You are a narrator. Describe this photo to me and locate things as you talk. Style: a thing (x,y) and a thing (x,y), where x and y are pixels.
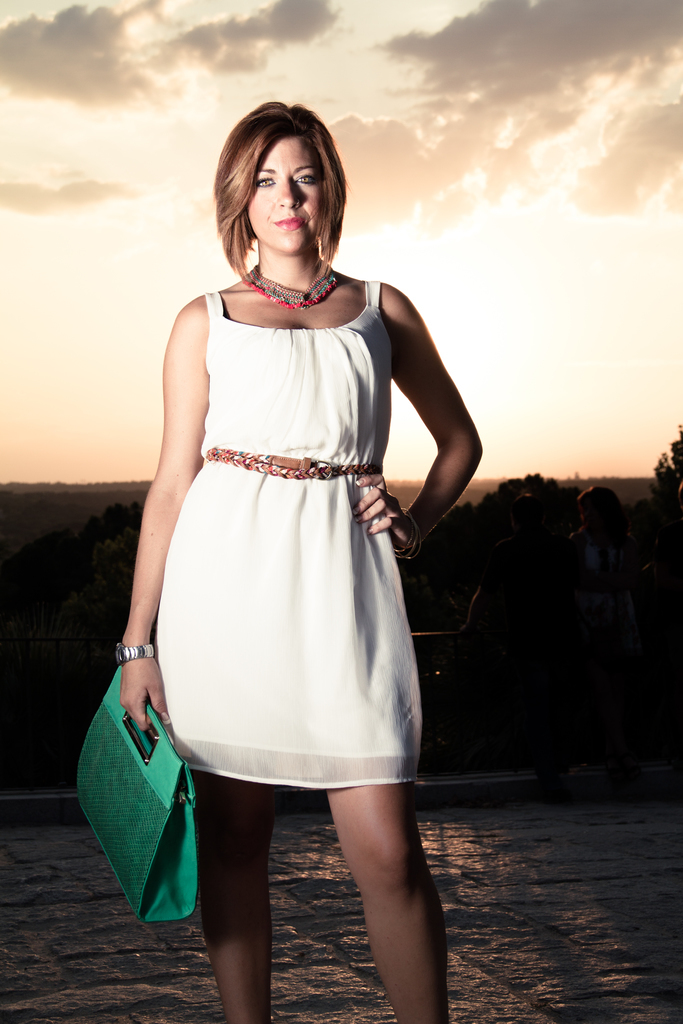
As we can see in the image, there is a woman (251,872) holding green color handbag (165,790). In the background (466,533) there are trees (488,533). On the top (499,117) there is a sky (464,192).
